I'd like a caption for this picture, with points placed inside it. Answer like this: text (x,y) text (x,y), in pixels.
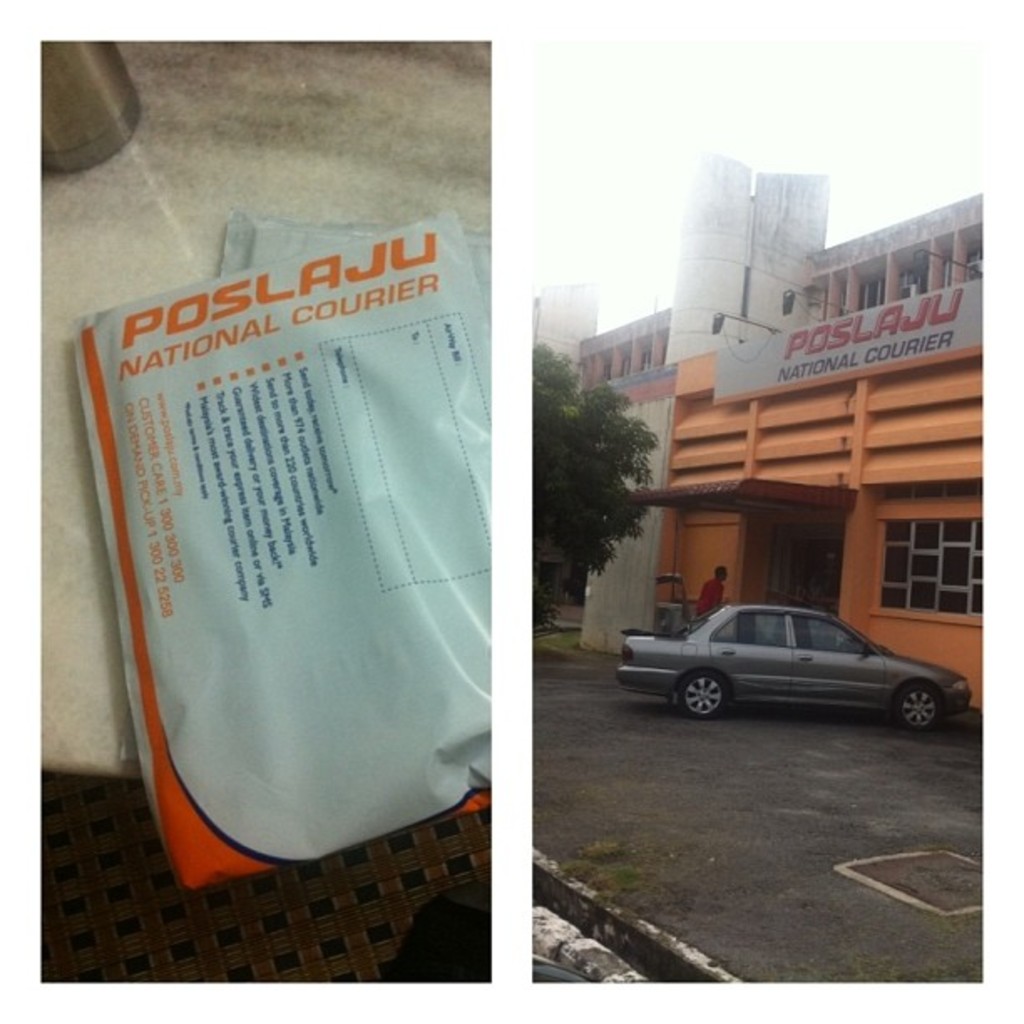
In this image I can see the collage picture in which I can see two blue colored packets (350,503) on the white colored surface (269,181) and a car (695,674) which is grey in color on the road (762,730), a tree (570,414), a building (716,492) which is orange and white in color, a board (820,330) and in the background (814,160) I can see the sky (633,230).
